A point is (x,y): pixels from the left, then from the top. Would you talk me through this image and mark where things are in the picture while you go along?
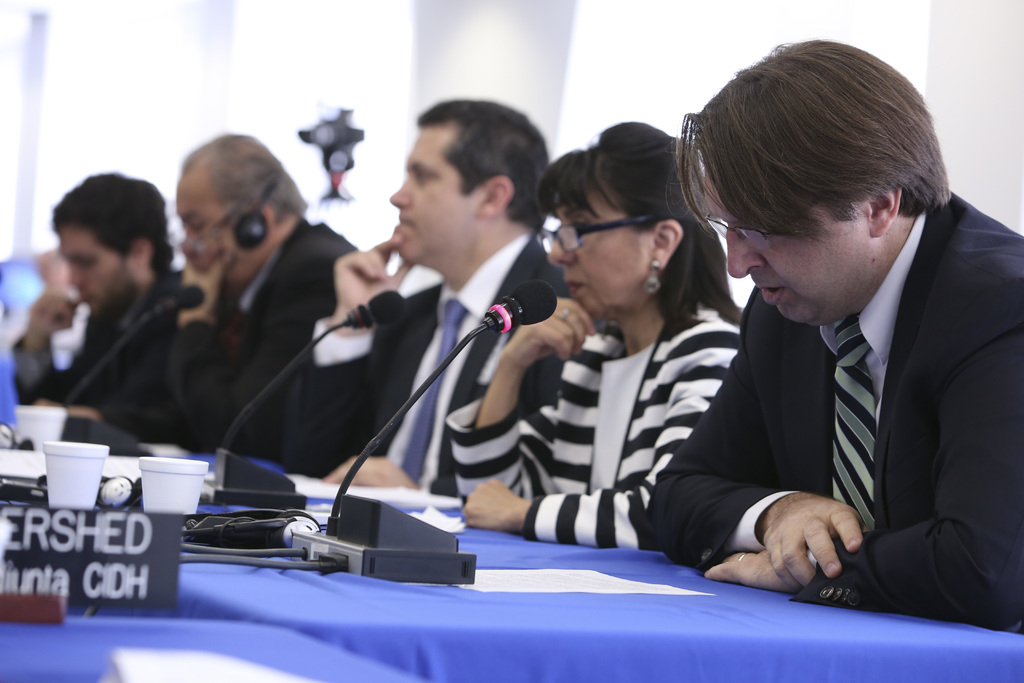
In this image in the center (536,376) there are some people (476,361) who are sitting in front of them there are mike (69,402) and table (209,590). On table (760,639) there are some wires (256,529), papers (13,454), cups (27,433) and a board (103,587). In the background (310,135) there are some objects (328,155).
